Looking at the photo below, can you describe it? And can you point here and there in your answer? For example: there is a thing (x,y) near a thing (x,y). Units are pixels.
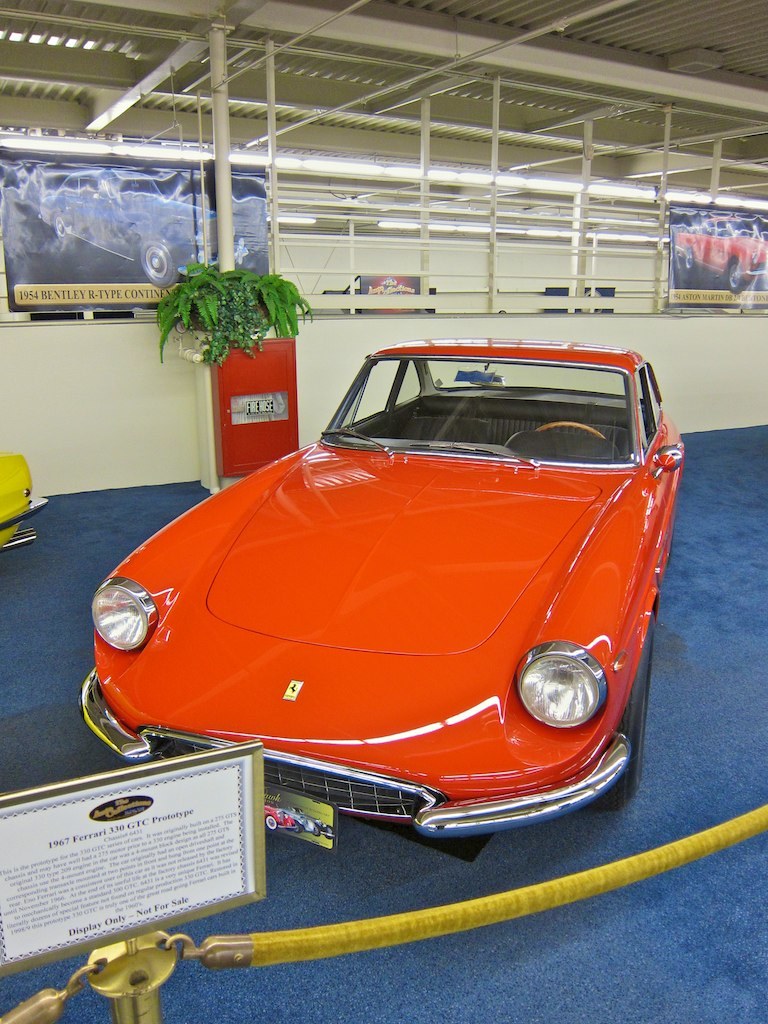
In this image in front (478,907) there is a fence (641,862). There is a board (177,834). There is a car (504,715) on the mat (709,626). In the background of the image (254,329) there is a flower pot (205,296). There are banners (112,300). On top of the image (512,178) there are lights (692,194). There is a wall (537,262).
